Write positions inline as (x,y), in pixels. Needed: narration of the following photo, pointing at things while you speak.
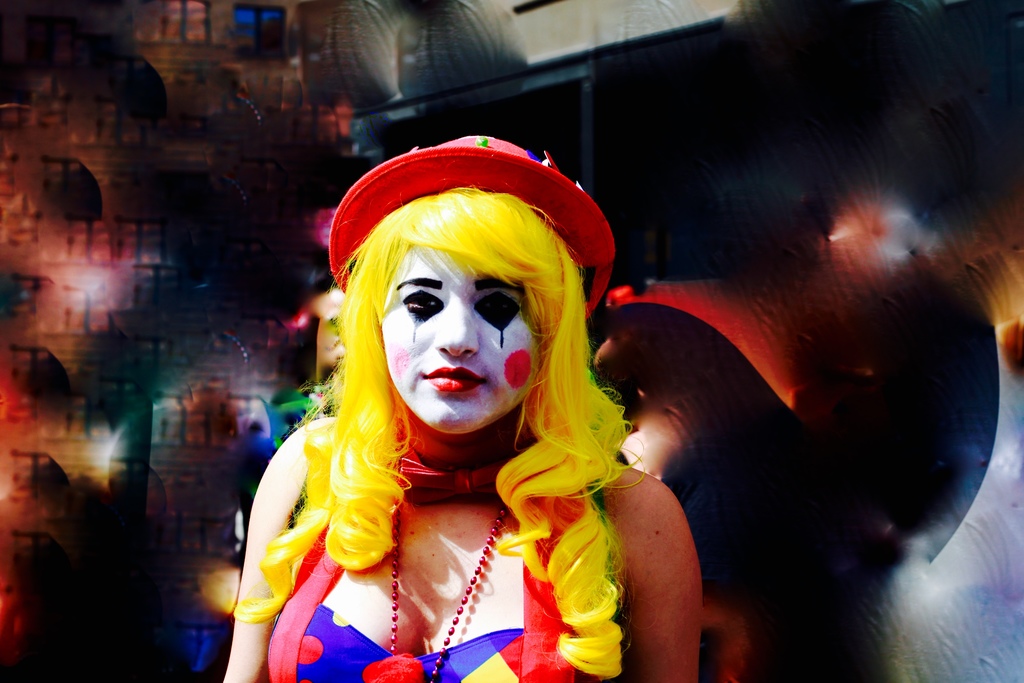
Background (5,48) portion of the picture is blurred and messy. In this picture we can see a woman (537,676) wearing a hat (486,170) and a wig (548,267). We can see painting (444,382) on her face (412,407).
